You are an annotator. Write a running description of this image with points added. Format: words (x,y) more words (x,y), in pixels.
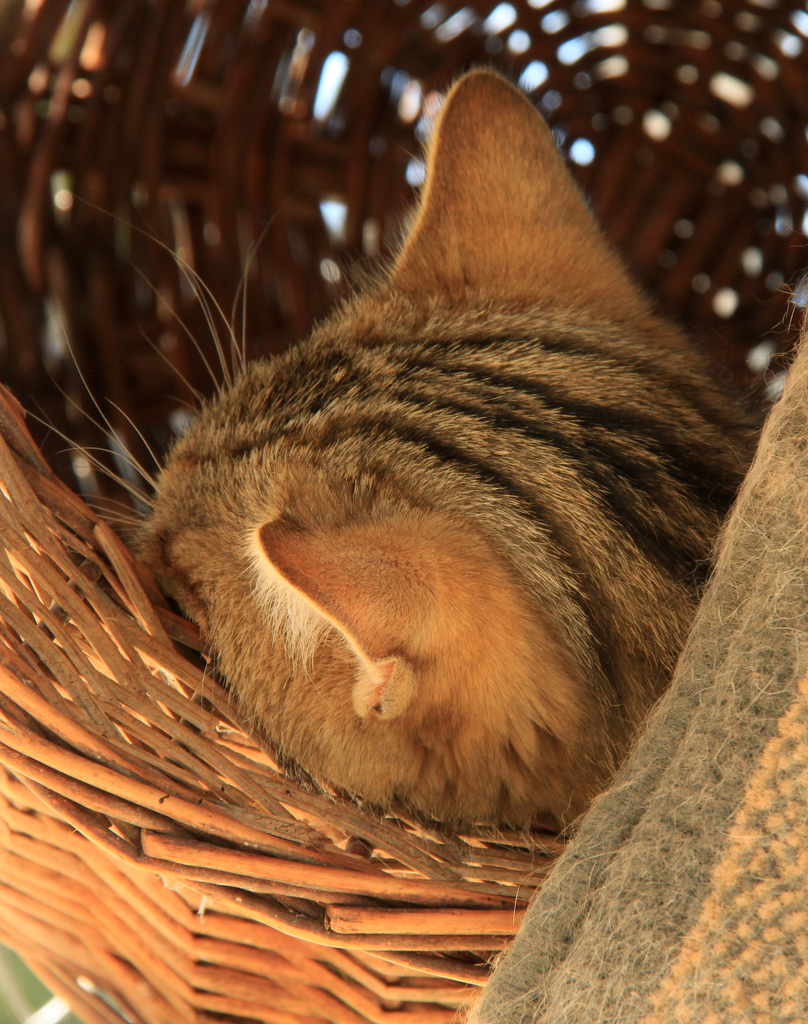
In this image I can see an animal (254,576) in the wicker basket (119,511) and to the bottom right corner (558,890) there is some object (646,849).
